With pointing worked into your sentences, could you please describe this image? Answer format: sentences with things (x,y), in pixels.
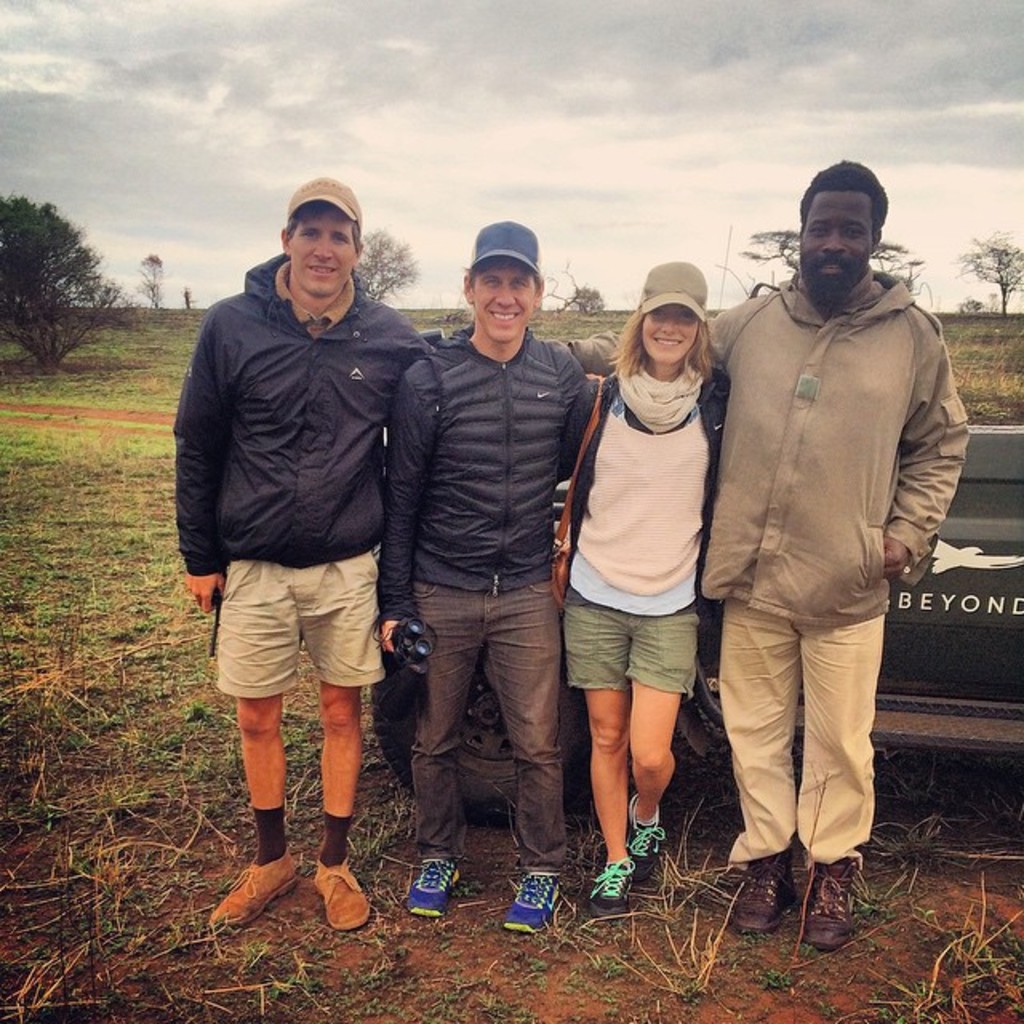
In this image there are four persons (430,544) standing near a jeep (1003,450), in the background (68,511) there is a grassland (577,336), tree (64,347) and a cloudy sky (718,50).
